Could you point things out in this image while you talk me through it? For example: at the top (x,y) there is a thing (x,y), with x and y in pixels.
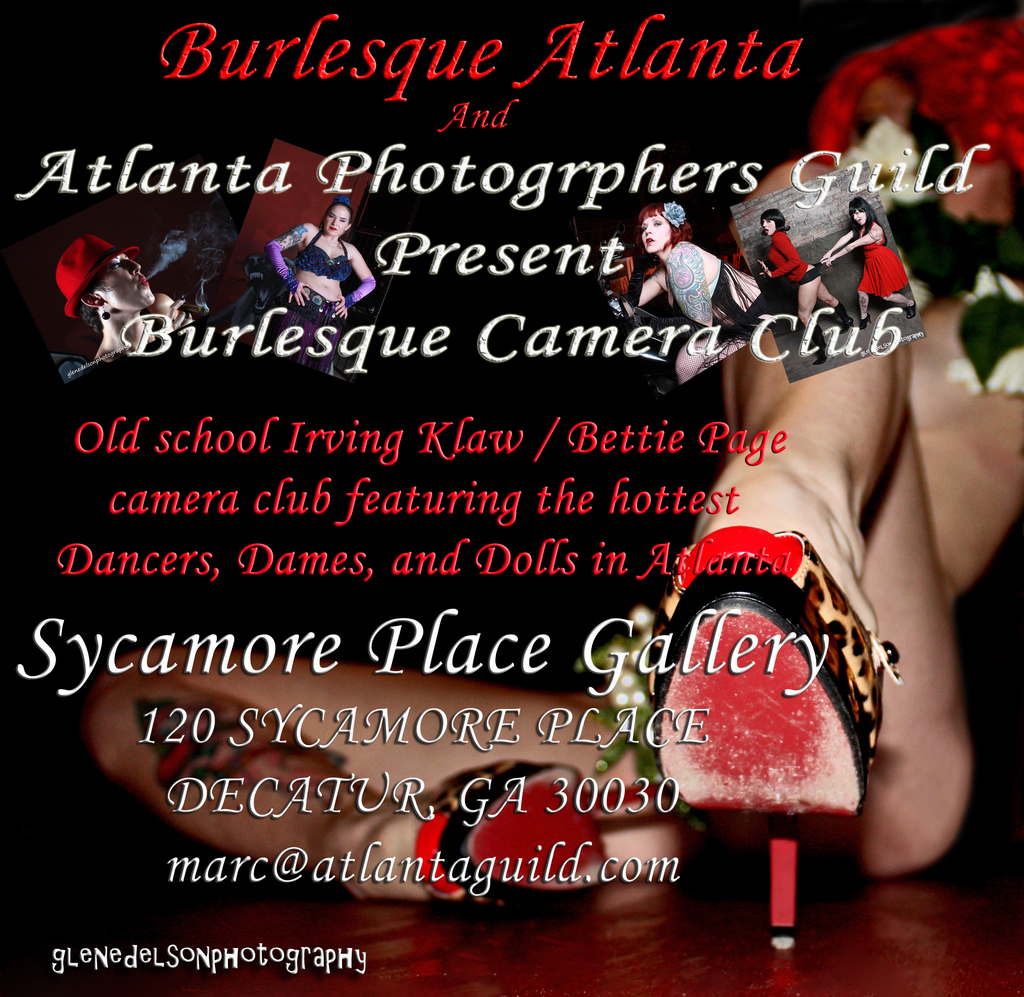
In the image we can see a poster (240,562) and there is a text (412,644) and pictures (337,327) on the poster (582,669). Here we can see human legs (813,498) and sandals (740,711).
